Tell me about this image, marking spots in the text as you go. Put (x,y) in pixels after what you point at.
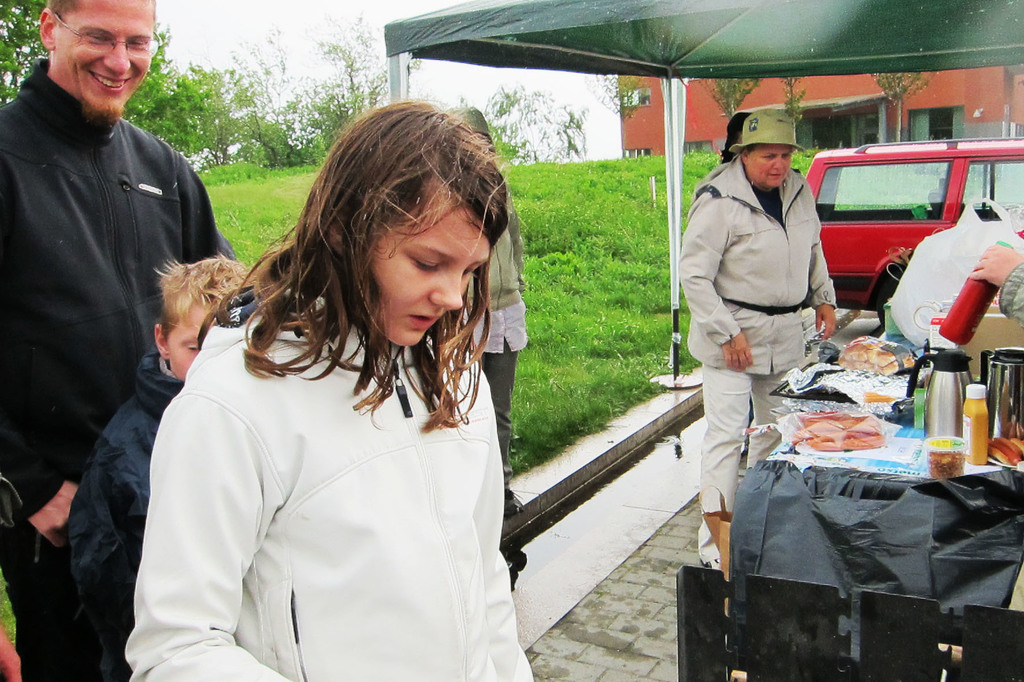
In this image, I can see few people (776,228) standing. On the right side of the image (830,240), I can see a vehicle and a person's hand (1000,263) holding a bottle (948,330). There is a table (871,472) with food items (875,395), kettle (951,385), bottle (972,401) and few other objects (924,457) on it. At the top of the image (613,58), I can see a tent (902,72). In the background (654,269), there are plants (644,199), trees (532,114), a building (651,142) and the sky (259,17).
